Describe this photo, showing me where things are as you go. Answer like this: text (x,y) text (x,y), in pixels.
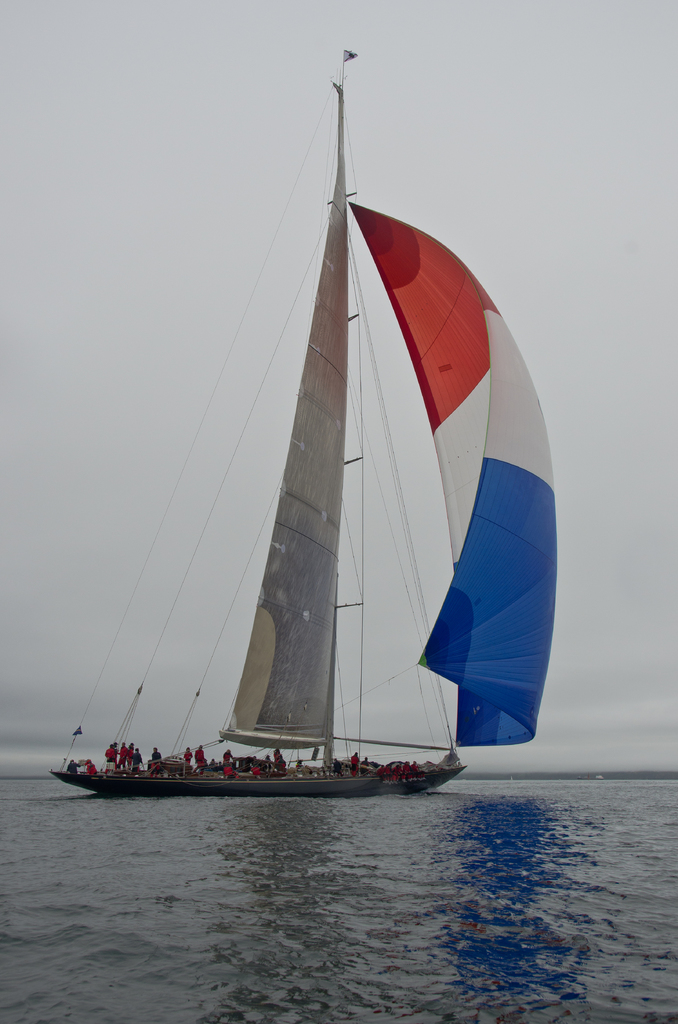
Here we can see few persons (187,754) on the boat (214,789). There is water (522,857). In the background (620,670) we can see sky (127,548).
